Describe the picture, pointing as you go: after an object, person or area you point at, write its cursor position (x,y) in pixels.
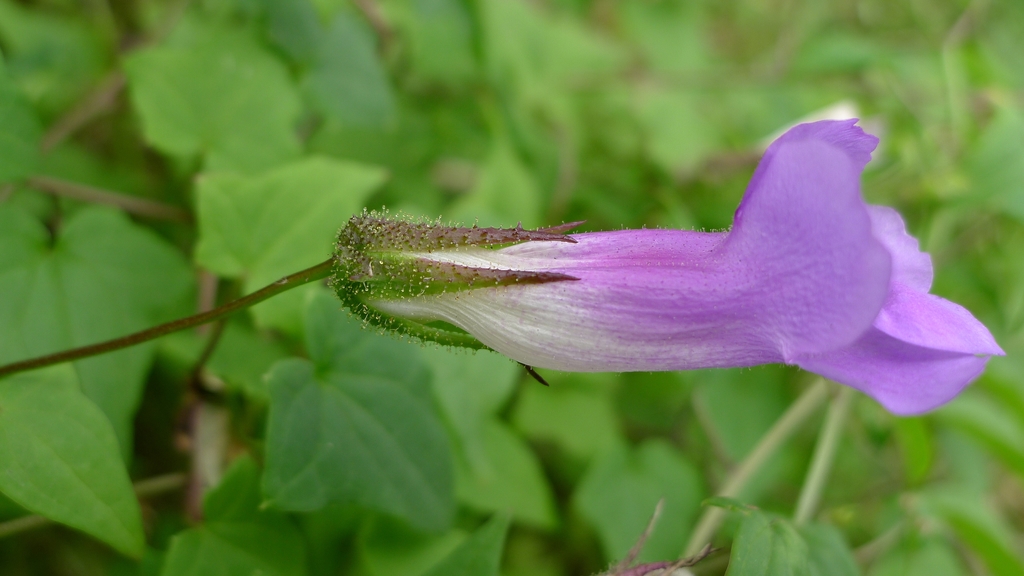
In this image, we can see a flower (641,309) with stem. Background (171,300) there is a blur view. Here we can see greenery (939,94).
